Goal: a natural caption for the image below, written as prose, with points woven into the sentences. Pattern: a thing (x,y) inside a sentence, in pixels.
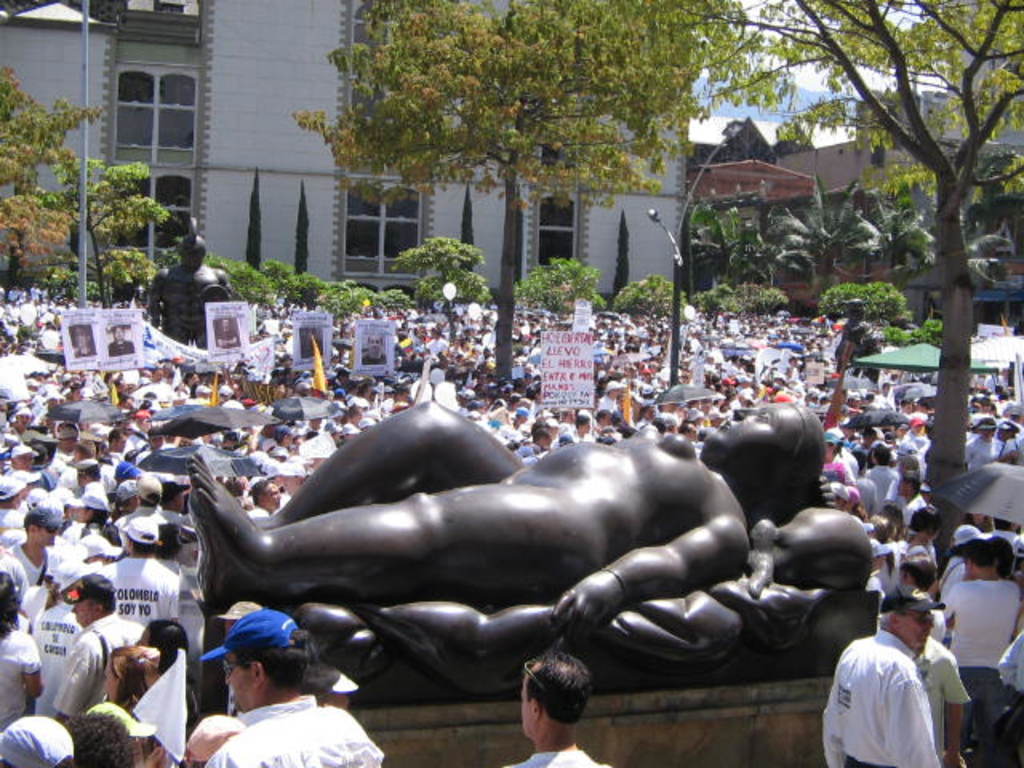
In the image on the pedestal (693,712) there is a statue (668,542). And there are many people (643,320) in the image with caps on their heads (136,388) and also there are holding posters (297,349) in their hands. And also there are few people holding umbrellas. There are poles (678,336) with street lights (701,171), statues (185,281), tents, trees (504,76) and buildings (267,3) with walls (271,140) and glass windows (183,159).
